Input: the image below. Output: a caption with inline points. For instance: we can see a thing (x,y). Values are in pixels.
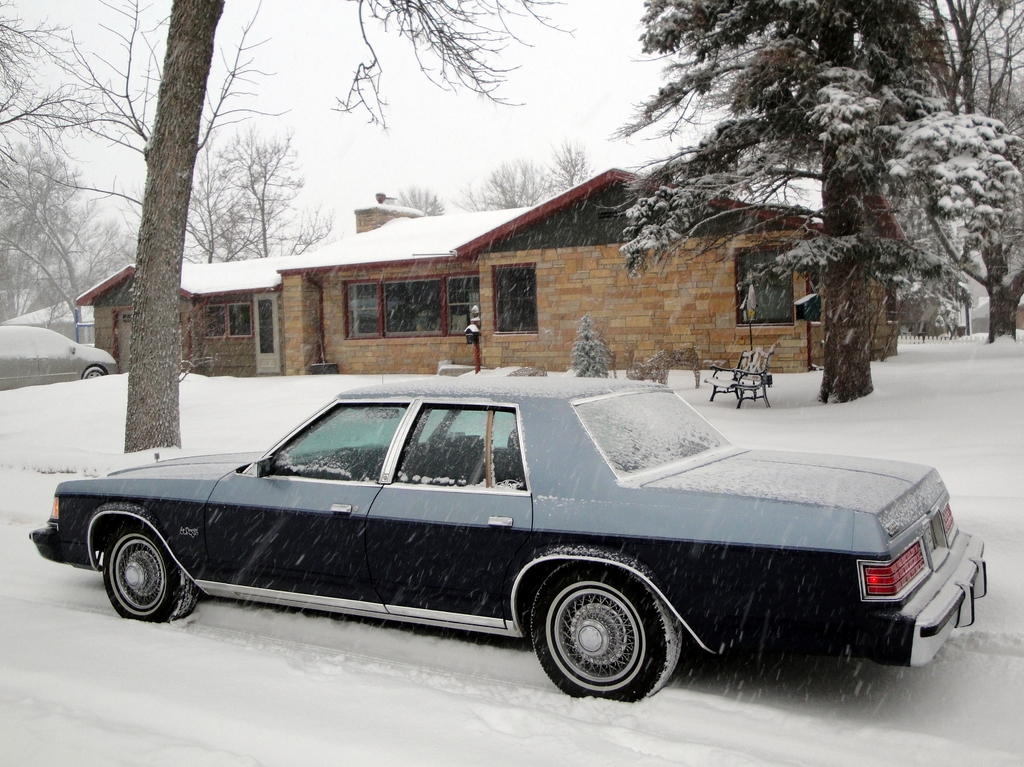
In the picture we can see a snowy surface (75,626) on it, we can see a car (766,624) which is blue in color and beside it, we can see a tree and near to it, we can see another tree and a chair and behind it, we can see a house (372,266) with glass windows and on the top of the house (389,266) we can see snow (325,254) and in the background (257,246) we can see trees (208,250) and sky (431,182).
